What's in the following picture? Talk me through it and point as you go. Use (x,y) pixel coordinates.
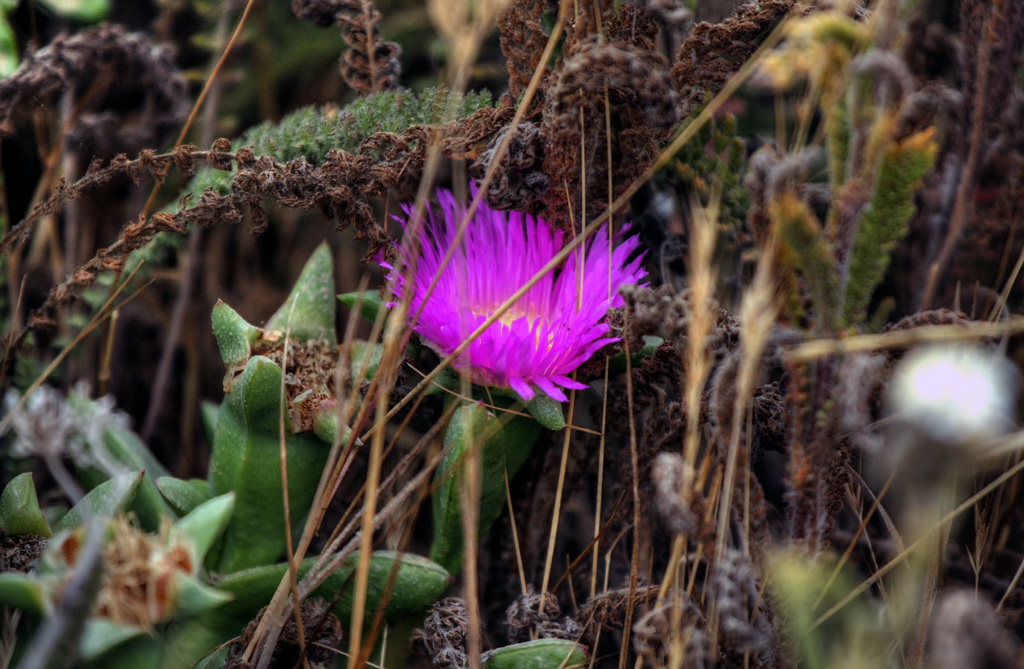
In this picture we can see a pink color flower (532,346) here, there are some branches (616,344) of plants (424,191) here.
